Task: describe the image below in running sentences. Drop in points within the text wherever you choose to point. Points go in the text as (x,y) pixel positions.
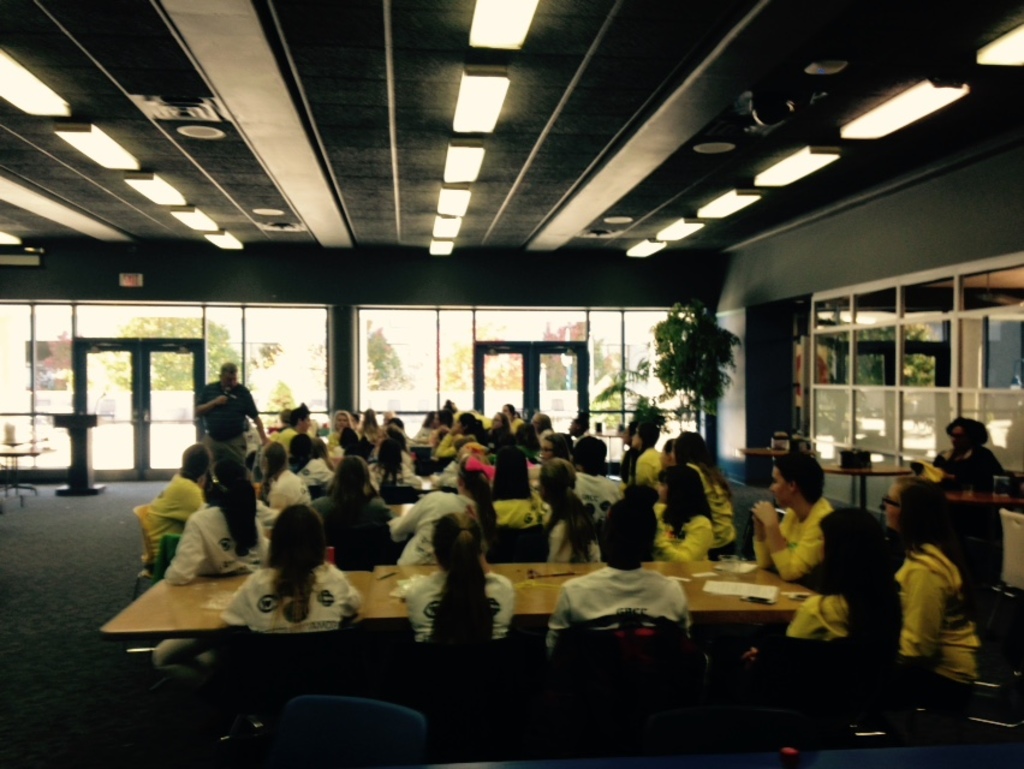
As we can see in the image there is a door (96,441) and few people (773,511) sitting on chairs (328,708) and there is a table (717,575). On table (744,573) there are papers (743,596).
